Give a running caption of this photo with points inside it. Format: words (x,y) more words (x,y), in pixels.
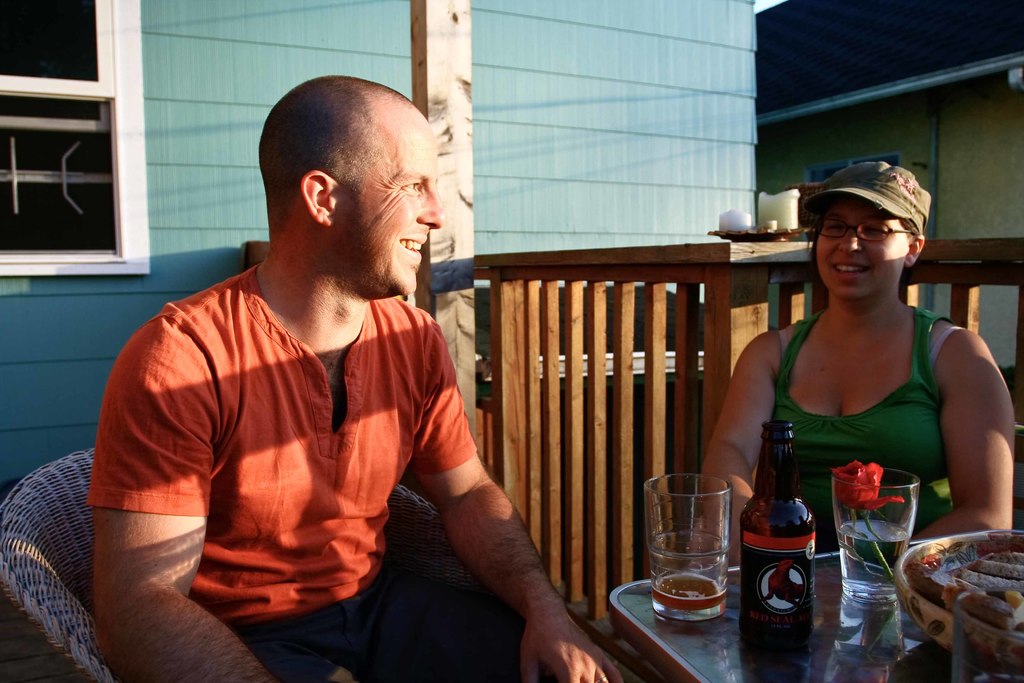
In this picture we can see man (373,326) and woman (805,429) sitting on chairs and smiling and in front of them there is table (706,652) and on table (716,660) we can see glass (729,525), bottle (787,521), flower (856,491) in glass (855,518), basket (922,560) and in background (507,96) we can see wall (538,238), pillar (418,40), window (128,98).
